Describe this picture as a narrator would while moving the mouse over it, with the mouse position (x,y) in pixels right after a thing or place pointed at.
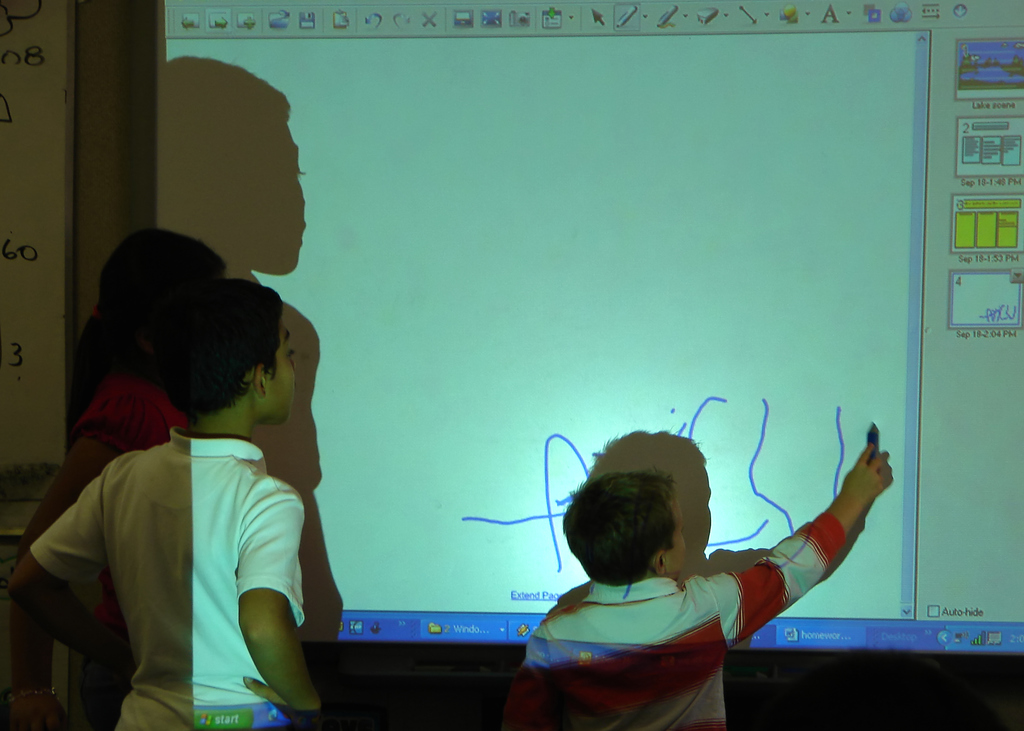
In this image, there are three persons (598,649) standing. Among them one person (638,640) is writing. In front of three persons (176,297), I can a projector screen (375,261). On the left side of the image (44,203), I can see a white board (35,57) to the wall (87,49).
